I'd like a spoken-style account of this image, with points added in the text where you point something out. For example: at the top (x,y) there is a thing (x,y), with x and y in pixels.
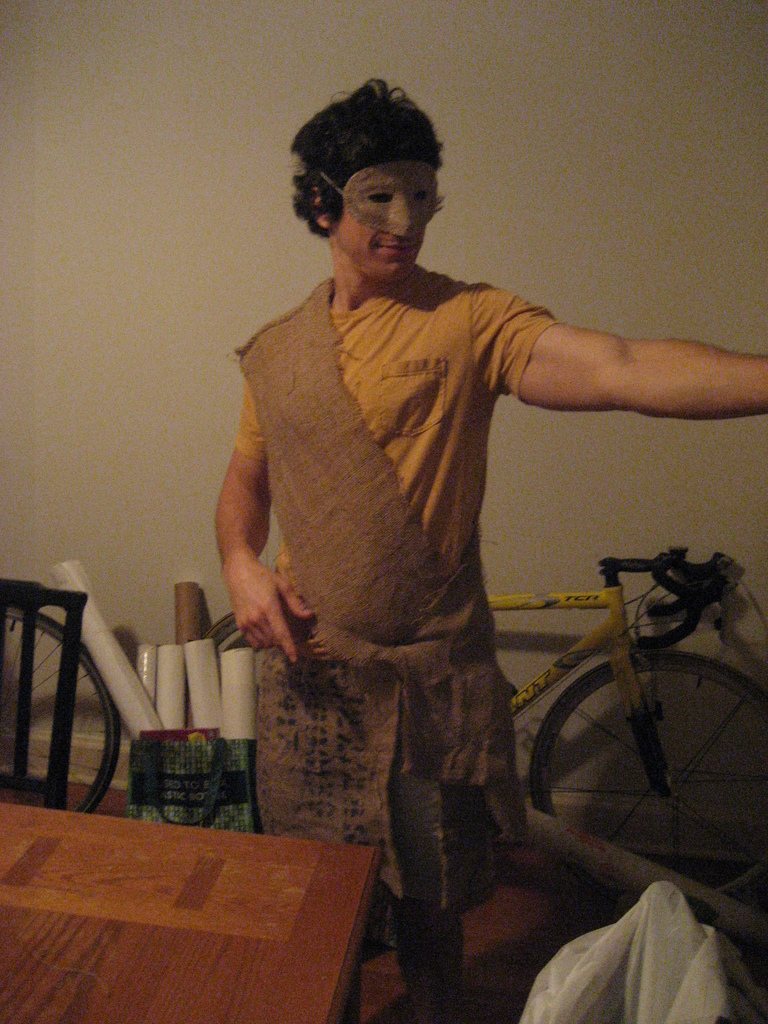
In this image there is a person (331,544) standing, in front of the person (341,522) there is a table (253,889), behind the person (309,680) there is a bicycle (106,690), a bag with charts (236,661), behind the bicycle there is a wall (15,671).
